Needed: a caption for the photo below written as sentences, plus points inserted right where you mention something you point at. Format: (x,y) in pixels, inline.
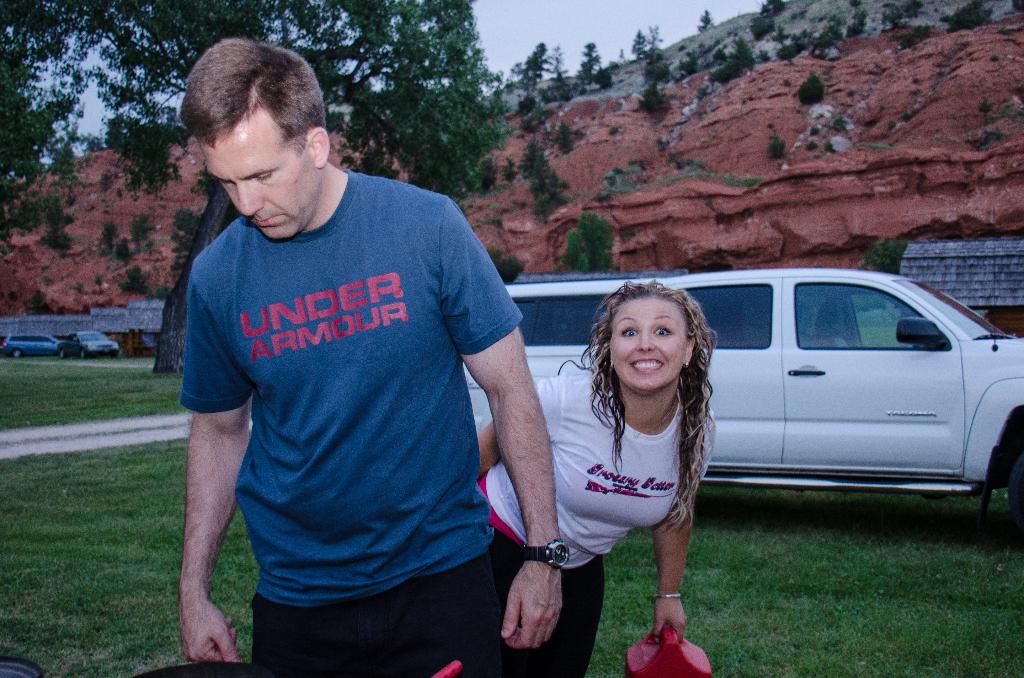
There is one man (446,461) and a woman (582,523) present at the bottom of this image (458,589). We can see a car (476,384) on the right side of this image (798,369). We can see trees (494,119) and a mountain (617,177) in the background (529,209) and the sky (522,44) at the top of this image (558,11).
